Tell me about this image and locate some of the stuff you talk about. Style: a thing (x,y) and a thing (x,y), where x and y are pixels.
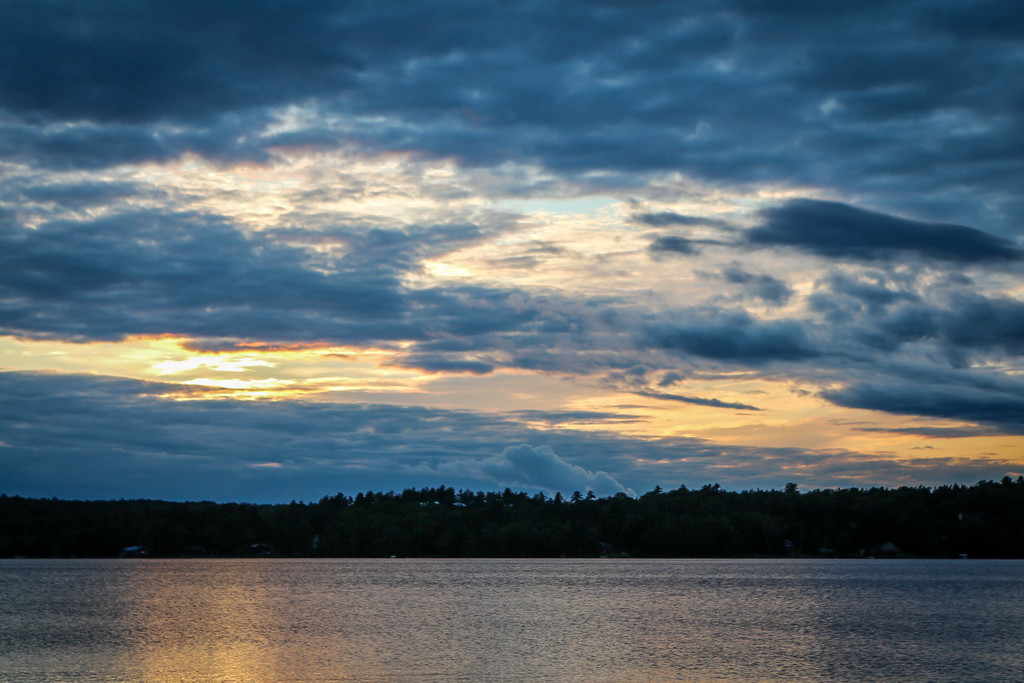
In the picture I can see water (532,610), in the background of the image (469,535) there are some trees (592,511), top of the picture (526,145) there is cloudy sky (356,180).
